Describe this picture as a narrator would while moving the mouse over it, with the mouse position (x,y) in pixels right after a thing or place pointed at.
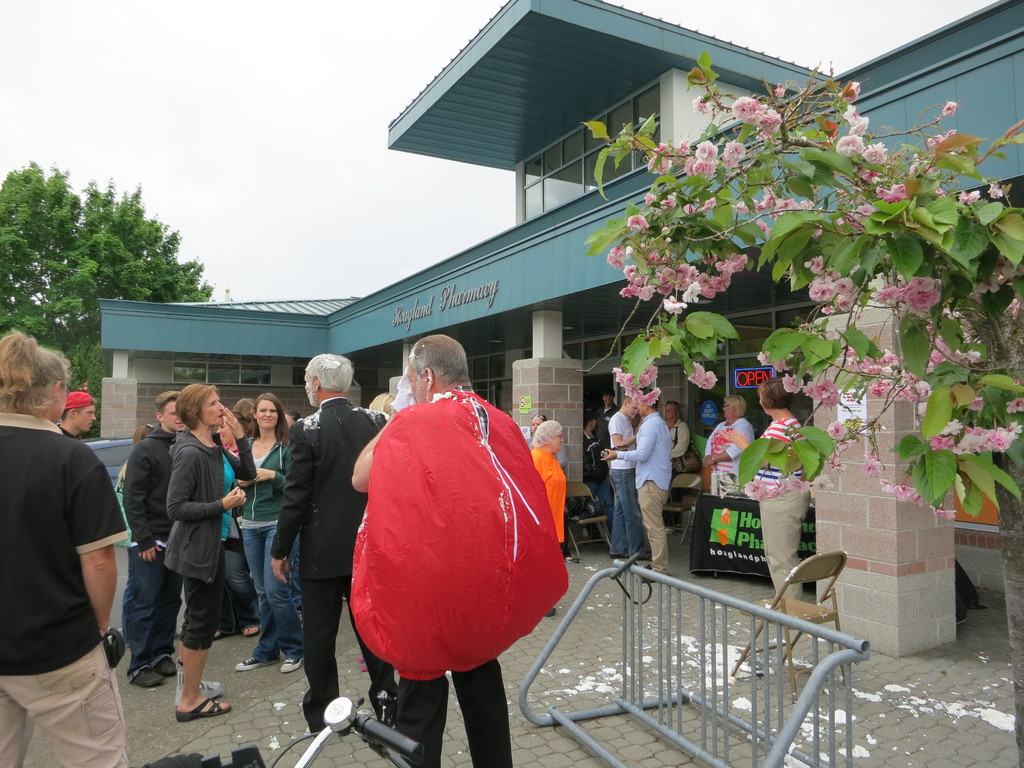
In this image I can see in the middle (474,465) a man (485,535) is carrying a red color bag (472,552). In the middle (616,454) a group of people (613,429) are standing, on the right side (731,349) it looks like a building (562,223), there are trees (919,288) on either side of this image. At the bottom (575,726) there is an iron grill (572,719), beside it, there is a chair (820,575). At the top (360,88) there is the sky (284,160).
